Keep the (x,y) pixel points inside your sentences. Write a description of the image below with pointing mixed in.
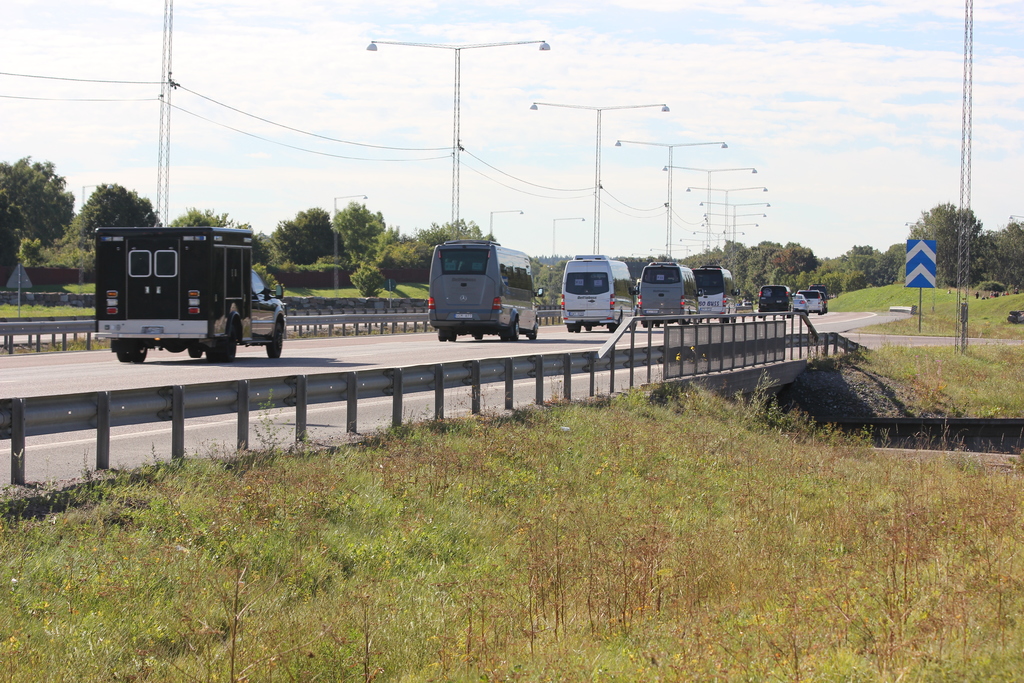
In this image I can see few vehicles (498,301) on the road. In the background (540,282) I can see few plants (293,219) and trees (376,229) in green color, few light poles (689,187) and the sky (807,90) is in blue and white color.
